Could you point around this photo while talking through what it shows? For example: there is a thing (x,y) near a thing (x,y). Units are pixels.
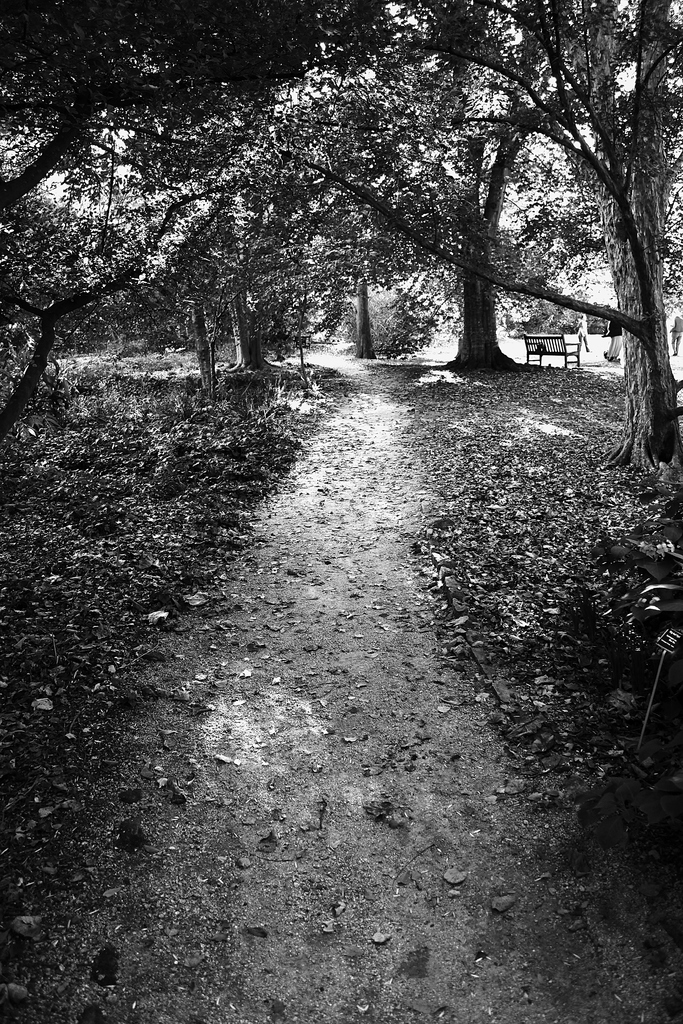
In this picture we can see a black and white image and we can see some trees (301,253) and dry leaves (610,704) on the ground (354,361) and there is a bench (579,348) in the background (561,340).
